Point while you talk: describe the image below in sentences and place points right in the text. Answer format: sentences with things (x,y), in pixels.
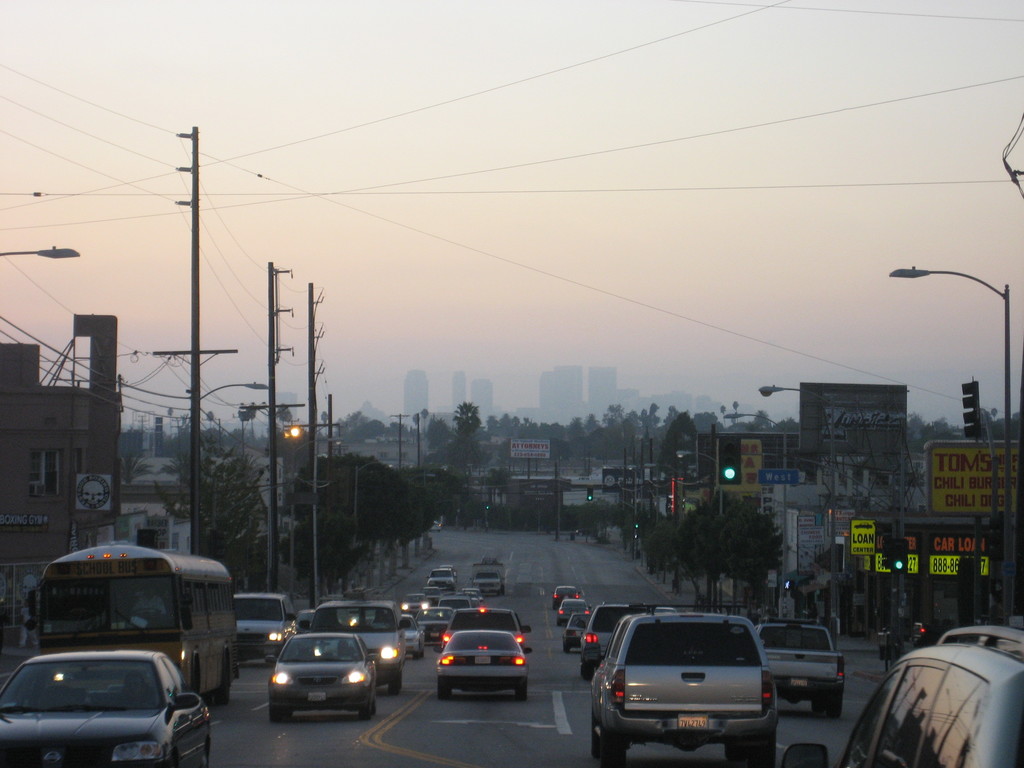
In this image I can see the vehicles (485,675) on the road (515,724). I can see few vehicles (352,677) with lights (396,651). To the side of the road (438,553) I can see poles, many trees (713,562) and the boards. I can also see the buildings (120,498) to the side. In the background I can see few more trees (441,456) and the sky (461,198).
